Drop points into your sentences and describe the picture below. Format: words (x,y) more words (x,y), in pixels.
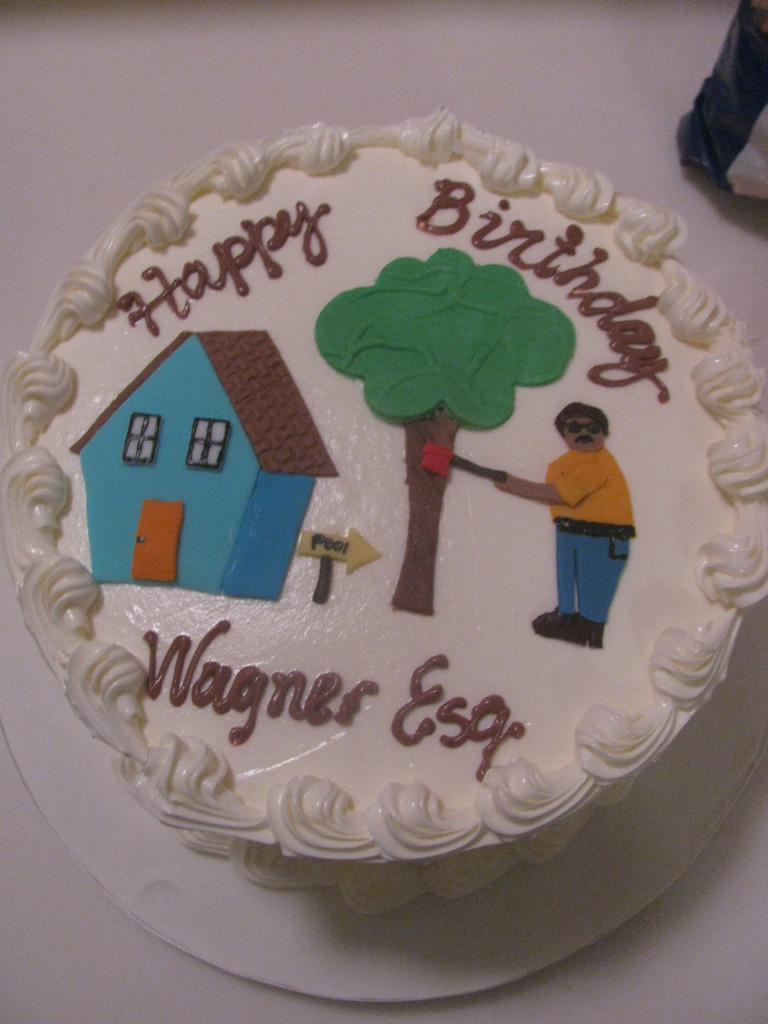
In this image in the center (262,618) there is one cake (293,538), on the cake (293,538) there is some text (618,339) written and in the background (4,301) there is a table (89,940).
